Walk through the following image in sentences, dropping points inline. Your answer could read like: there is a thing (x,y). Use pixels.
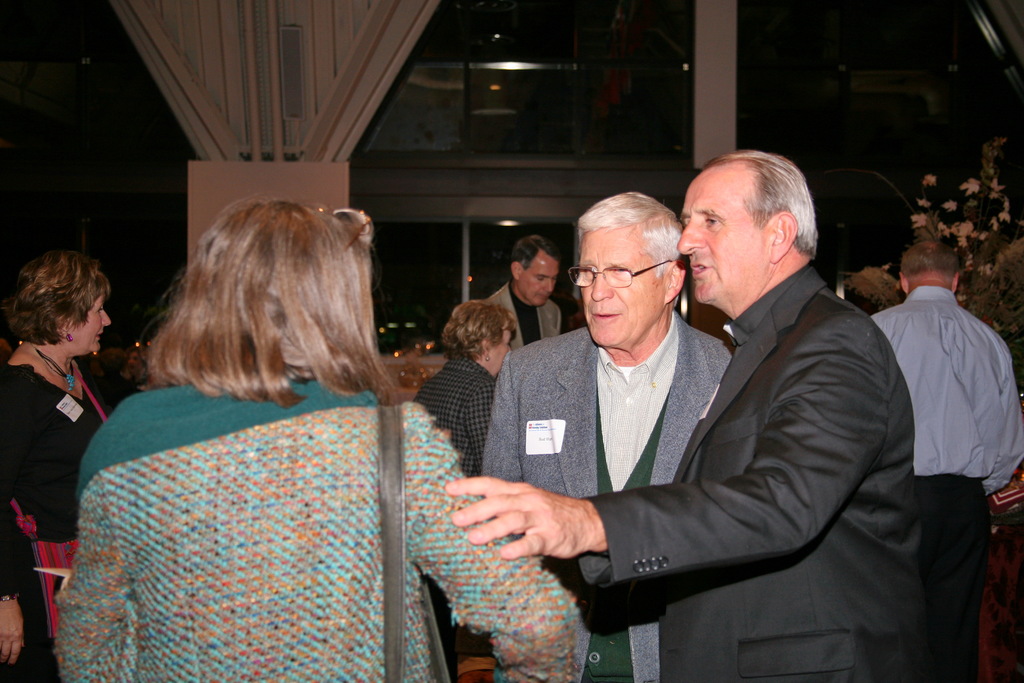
In this image I can see a group of people (550,353) standing and few are wearing bags (382,477). I can see a glass building (573,112), small plants (991,295) and dark background (588,69).
